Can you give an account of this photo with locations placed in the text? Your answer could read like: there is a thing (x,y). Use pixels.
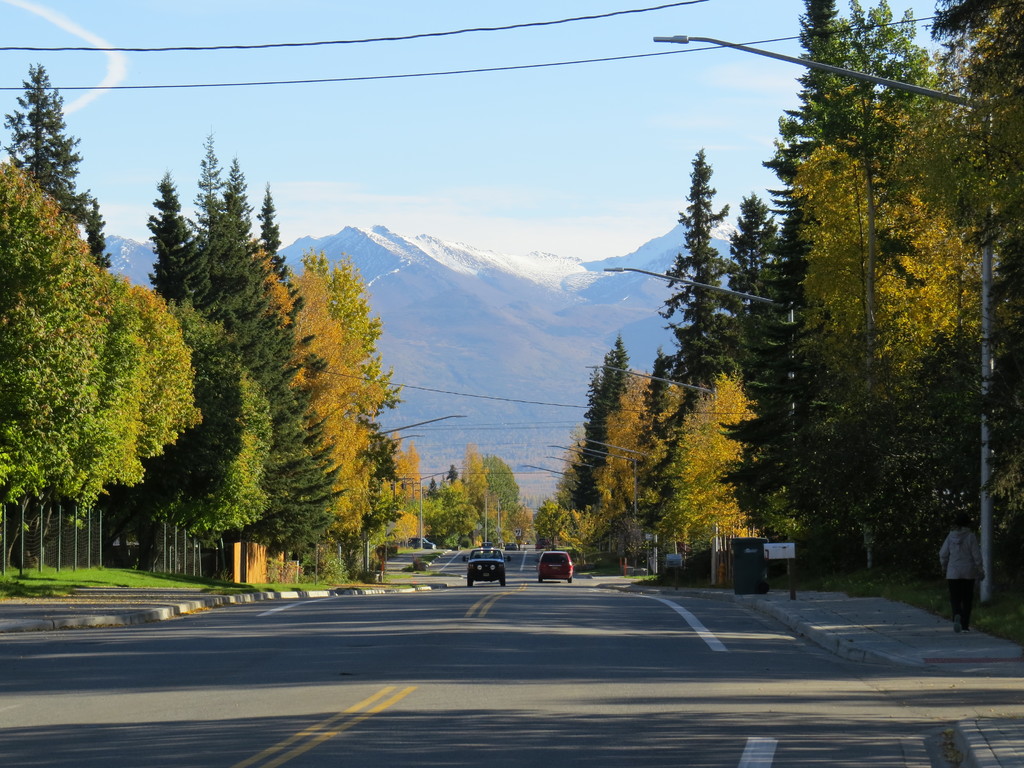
In this picture we can see there are two vehicles (481,575) on the road (518,586) and on the right side of the vehicles (504,579) there is a person (958,616) walking on the path (870,612), trees (963,425), poles (984,387) with lights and cables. In front of the vehicles (496,551) there are hills (493,302) and a sky (469,230).
